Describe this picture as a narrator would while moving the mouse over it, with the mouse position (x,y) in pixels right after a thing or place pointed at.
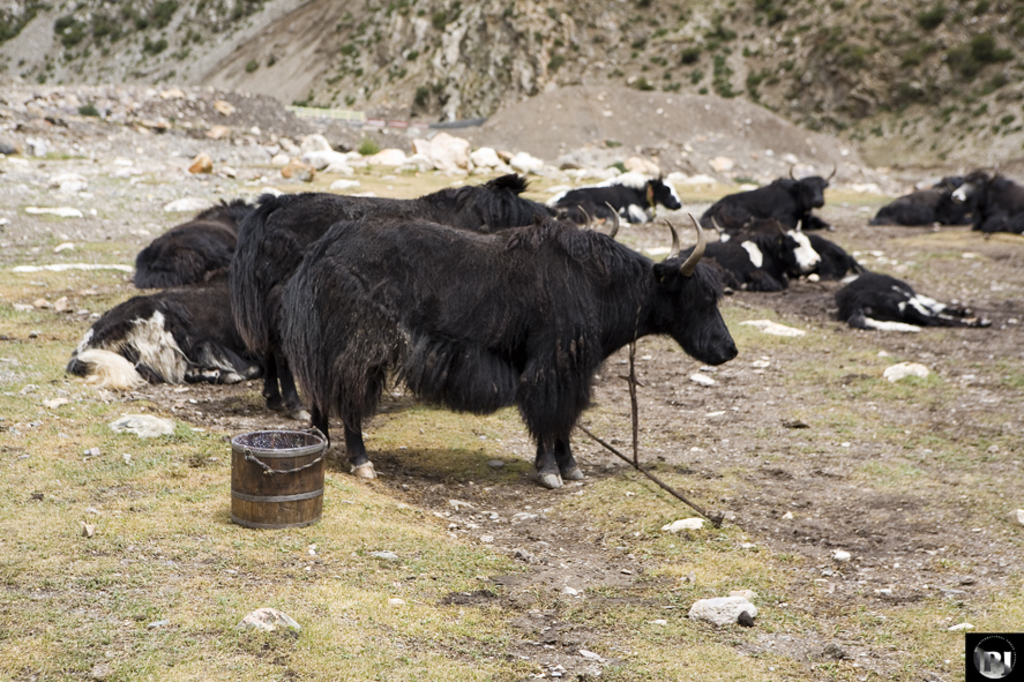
This image is taken outdoors. At the bottom of the image (731,578) there is a ground (732,555) with grass (158,523) on it. There are a few stones (419,140) and rocks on the ground (834,507). In the middle of the image (344,286) there are a few cattles (248,280) on the ground (933,281) and there is a wooden bucket (277,469) on the ground (344,478). In the background (309,55) there is a hill (810,76).
